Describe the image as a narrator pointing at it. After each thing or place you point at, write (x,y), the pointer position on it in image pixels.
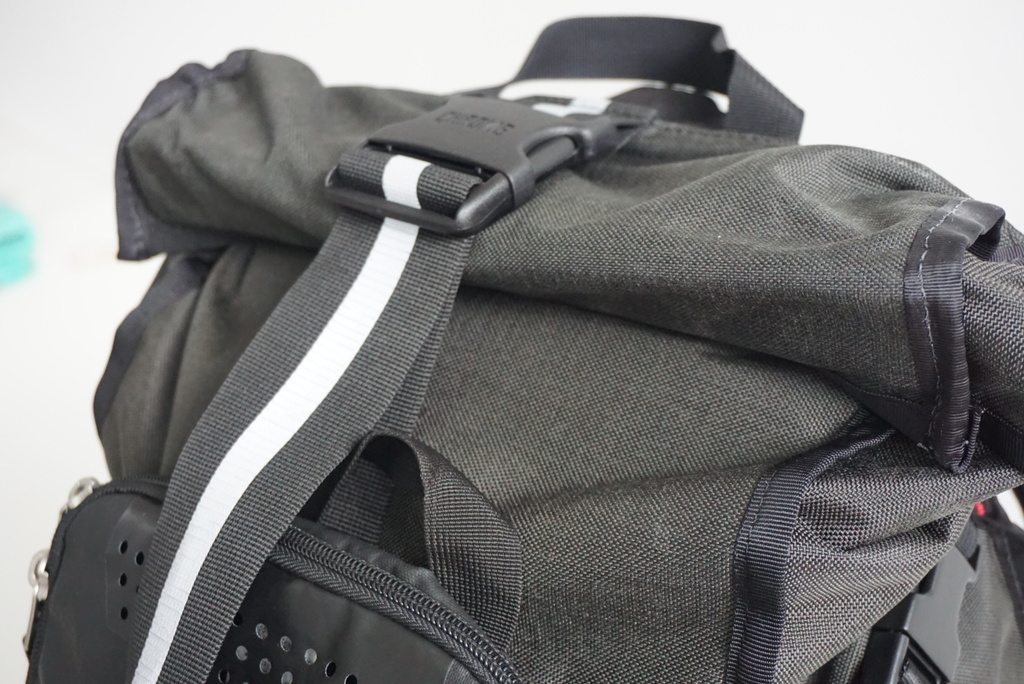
In this image i can see a green color trekking bag (478,398).
